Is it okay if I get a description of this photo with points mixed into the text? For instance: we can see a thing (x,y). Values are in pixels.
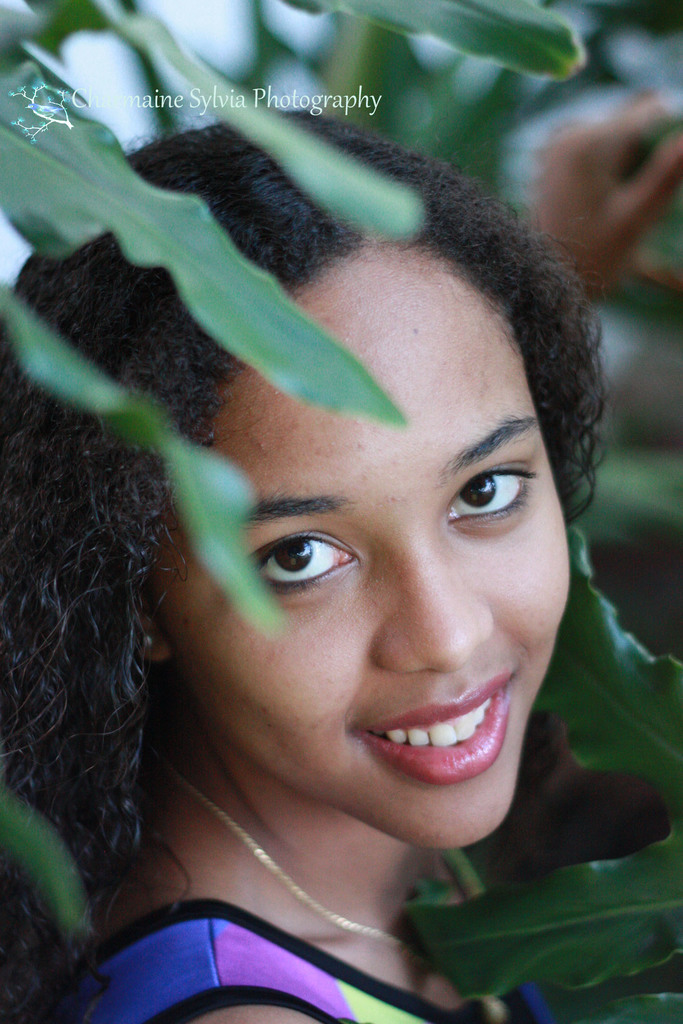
The girl (301,837) in yellow, blue and purple T-shirt (325,964) is smiling. Behind her, there are trees (555,28). It is blurred in the background (401,59).
